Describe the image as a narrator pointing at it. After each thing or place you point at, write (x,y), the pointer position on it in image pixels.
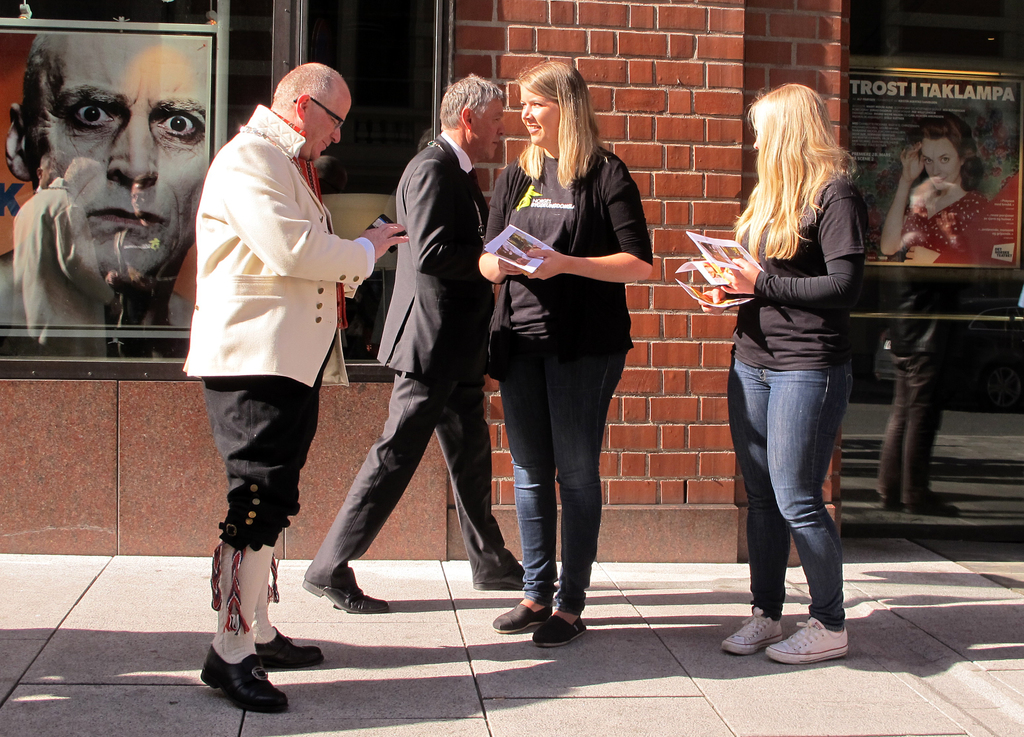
In this image we can see the people (544,441) standing on the ground (300,638) and holding objects (378,225). In the background (457,66), we can see the wall (590,79) with window (386,199) and door (854,108) and poster (854,108) attached to the wall (648,49). Through the glass (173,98) we can see a person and the vehicle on the ground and a poster (157,101) attached to the glass (969,64).
